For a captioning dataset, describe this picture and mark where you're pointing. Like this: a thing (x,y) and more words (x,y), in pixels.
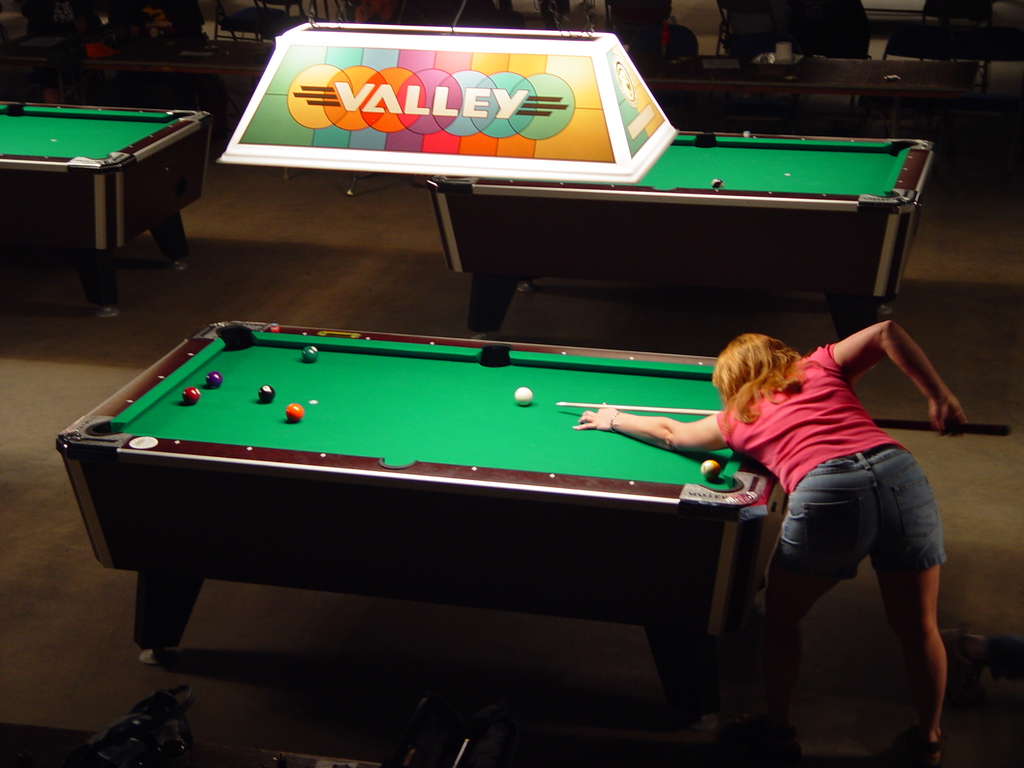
In this image i can see a woman (798,447) holding a stick (984,426) in her hands (578,417), i can see few tables (641,377) on which there are number of balls (293,418).
